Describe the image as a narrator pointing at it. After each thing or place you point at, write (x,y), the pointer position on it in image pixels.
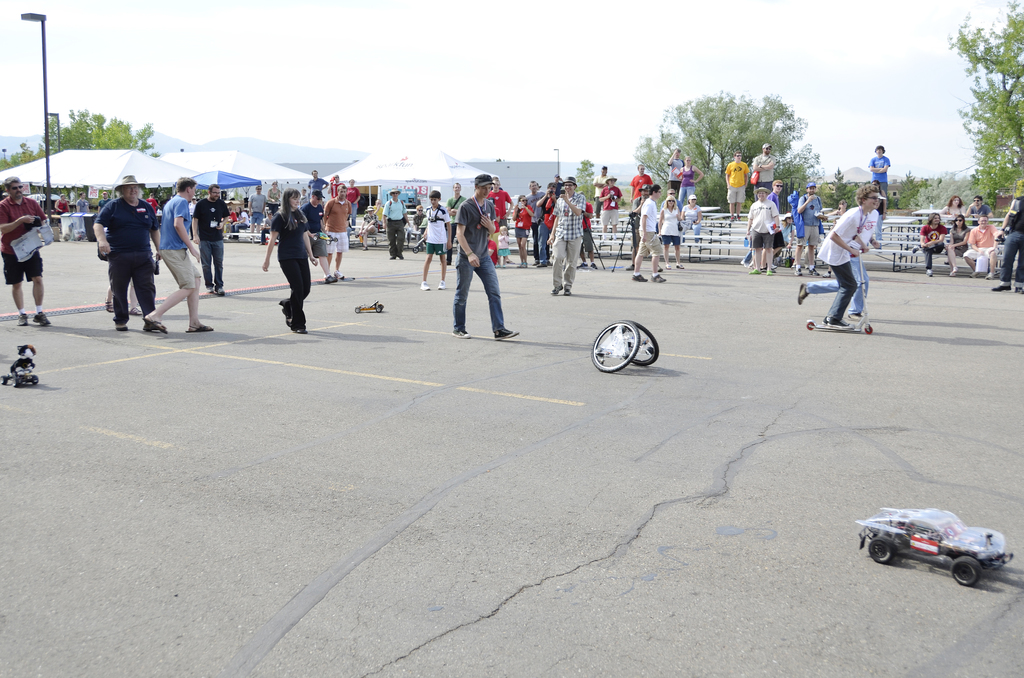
In this image in the middle (469,264), there is a man (475,252), he wears a t shirt (469,233), trouser (482,275), he is walking, in front of him there is a wheel (621,350). On the right (844,298) there is a man (845,255), he wears a t shirt (852,243), trouser (828,316), shoes (843,324), he is riding a scooter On the left (142,262) there is a man (142,262), he wears a t shirt (123,211), trouser (144,283), shoes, in front of him there is a man (178,222), he wears a t shirt (168,232), shorts (187,286), he is walking and there is a woman (304,323). In the middle (652,242) there are many people (311,235), tents (213,156), trees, bleachers (892,227), lights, poles (44,50), sky (63,91). At the bottom (830,592) there are toys (975,547) and road (589,538).
